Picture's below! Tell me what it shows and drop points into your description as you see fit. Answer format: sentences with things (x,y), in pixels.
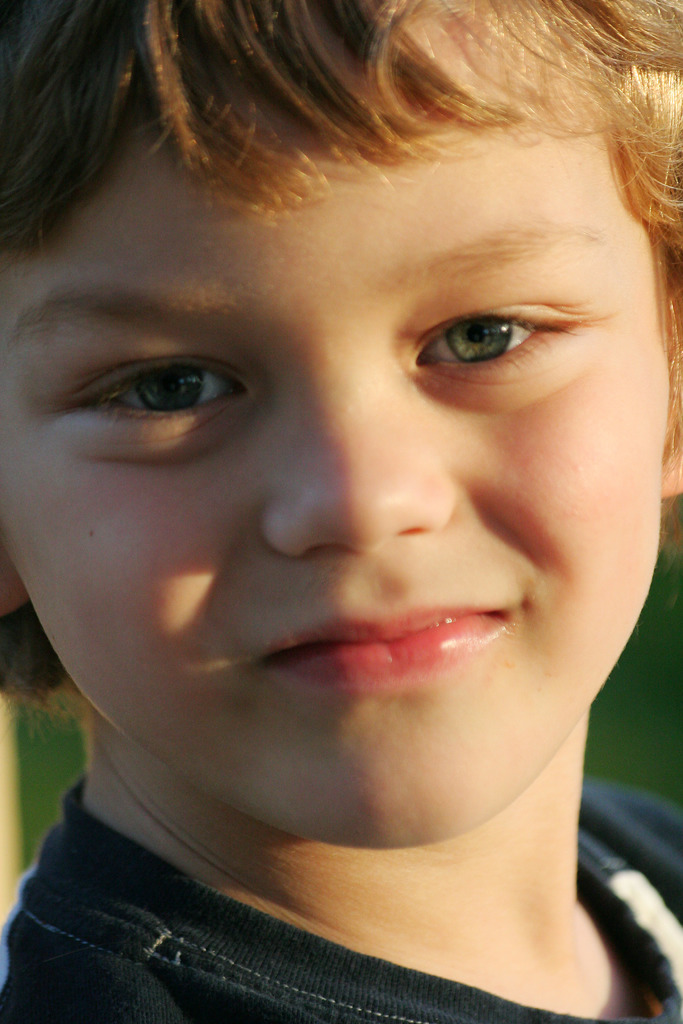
In this image I can see the face (496,559) of a child (410,679) wearing black colored dress (214,914) and I can see the green colored background (661,768).
